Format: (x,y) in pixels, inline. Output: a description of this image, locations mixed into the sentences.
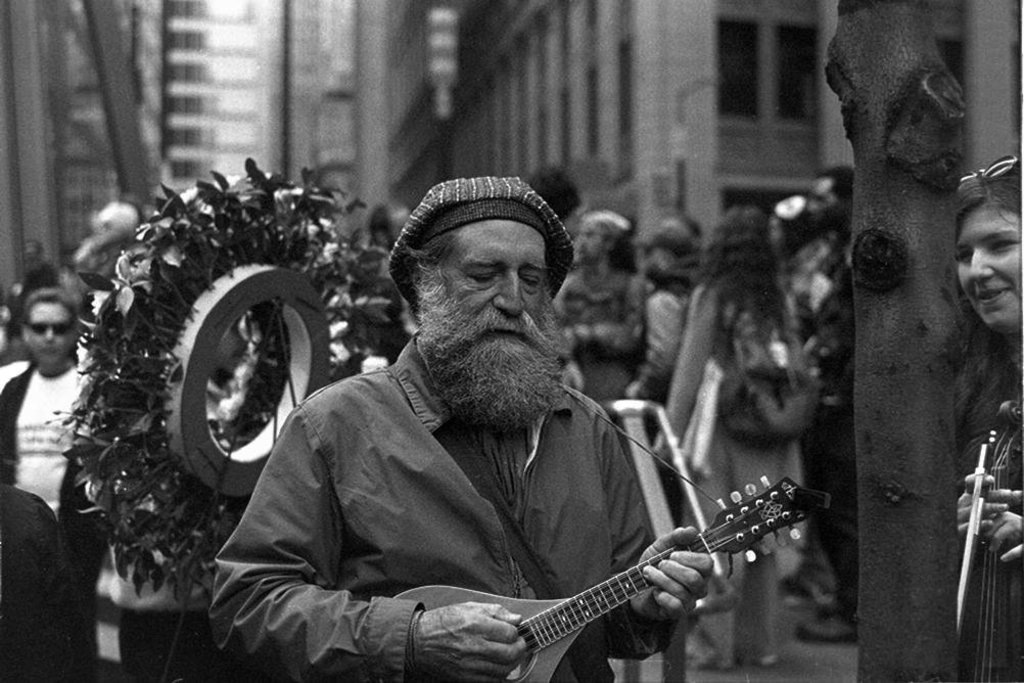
As we can see in the image there are few people (460,204) here and there. In the front (471,268) there are two people (971,497) holding musical instruments (969,577) and in the background (396,100) there are buildings (355,67).
